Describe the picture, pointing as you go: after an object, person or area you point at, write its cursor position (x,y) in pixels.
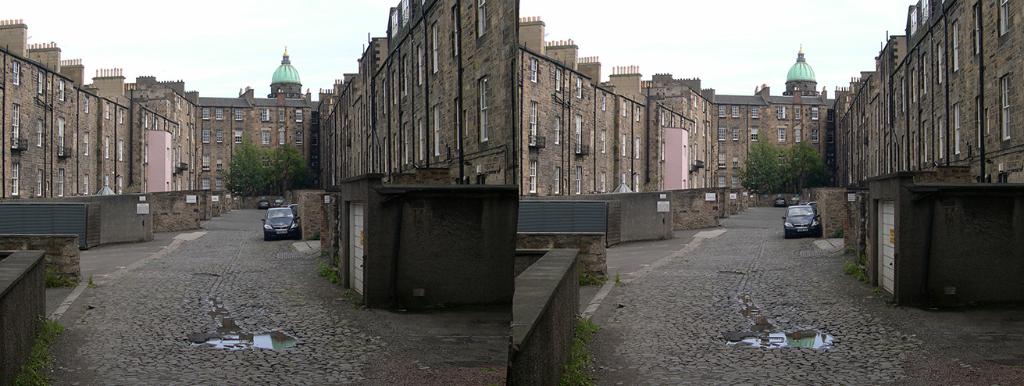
This is a collage image. Here I can see two images of same view. In this image I can see few cars (272,217) on the road (203,295). On both sides of the road (189,304) there are many buildings (204,146). In the background (287,173) there are some trees (276,167). At the top of the image (234,27) I can see the sky (175,39).
